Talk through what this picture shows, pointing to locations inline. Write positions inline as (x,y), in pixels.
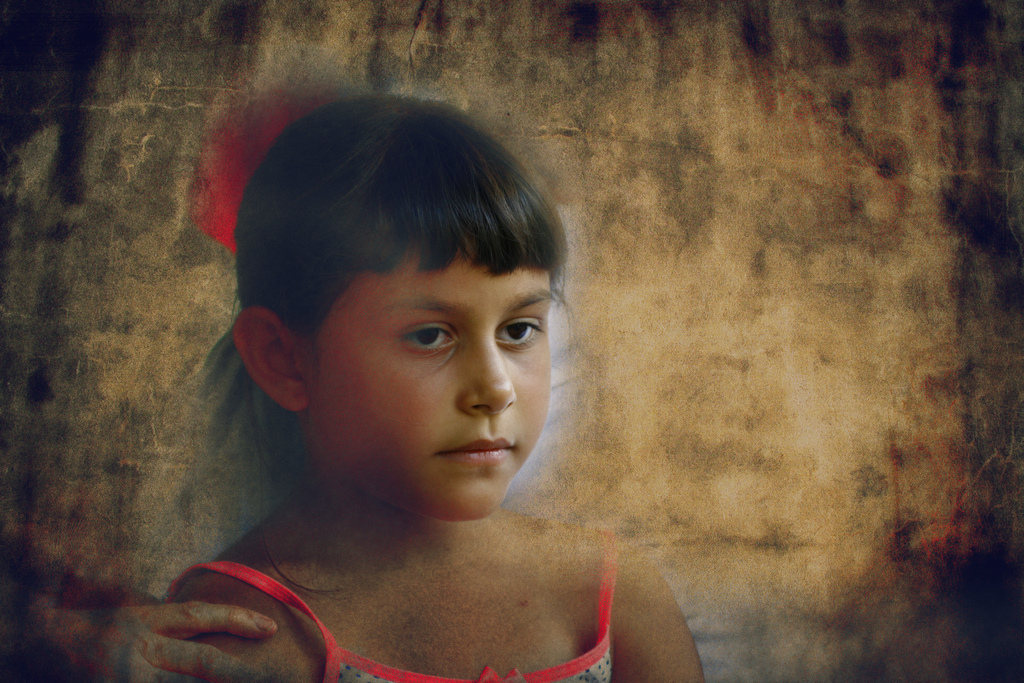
In this picture we can see a girl (565,578) and we can see a wall (803,538) in the background (813,529).
